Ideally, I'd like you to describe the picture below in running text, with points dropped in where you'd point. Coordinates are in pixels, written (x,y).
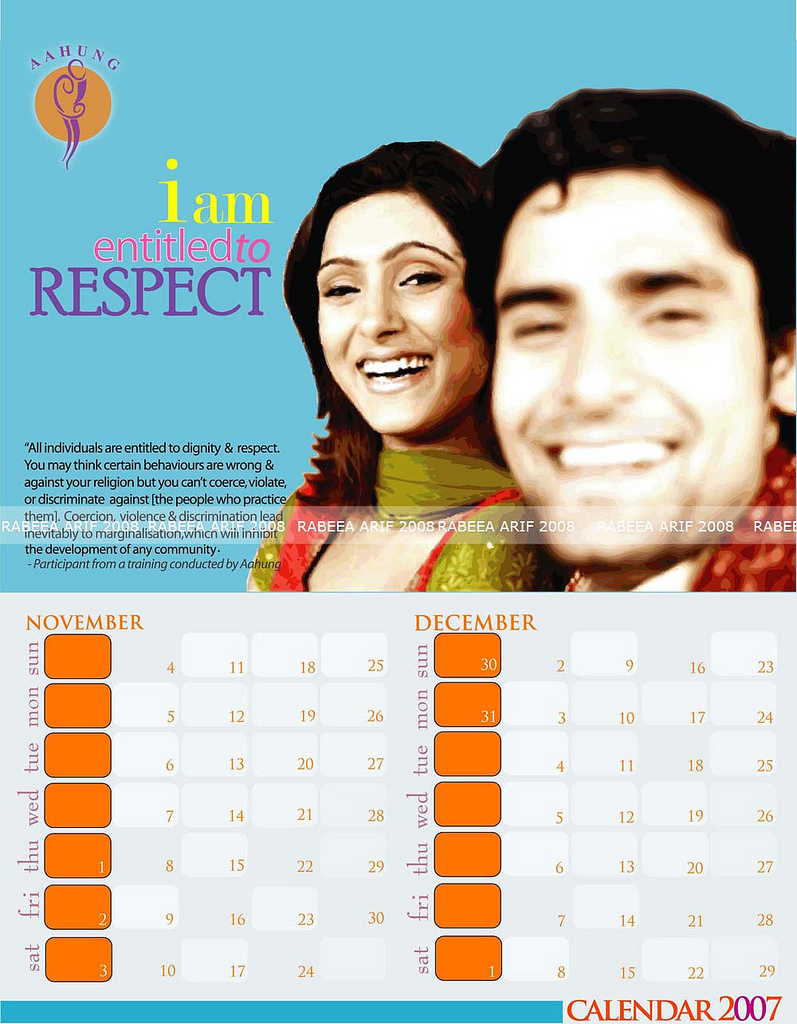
In this image I can see page of a calendar (367,407). On the page (151,386) there are images (455,243) of two persons (470,192), there are words (202,260) and there are numbers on it.
